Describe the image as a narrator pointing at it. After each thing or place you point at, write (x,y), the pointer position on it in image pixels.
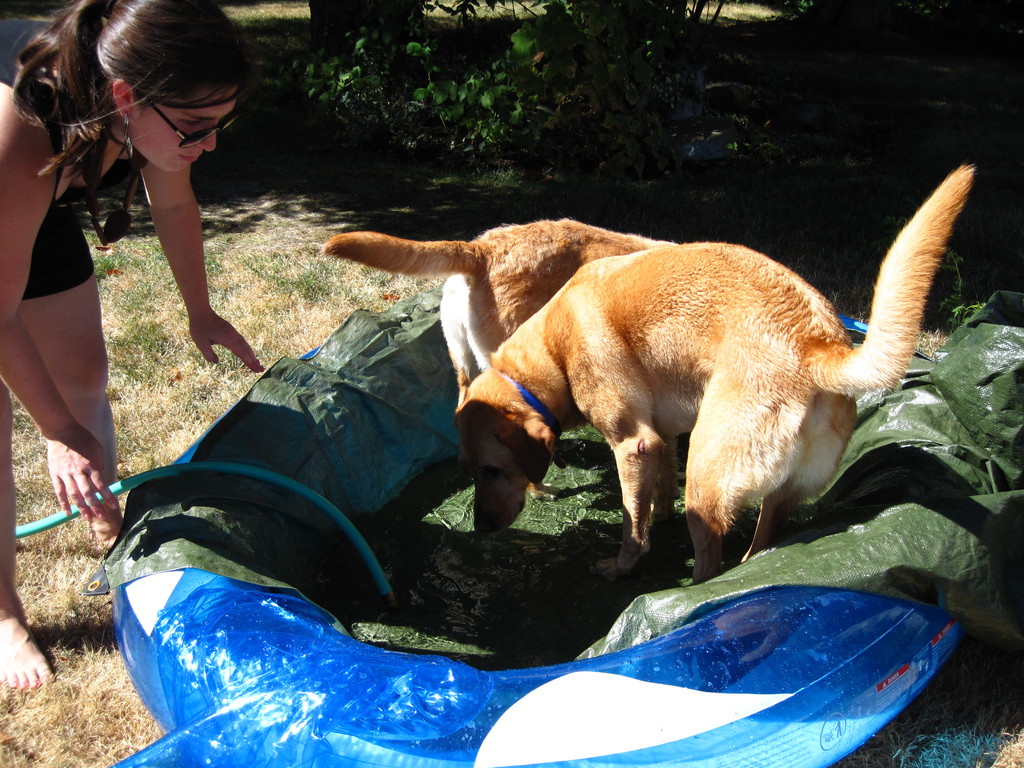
In the image there is an air bathtub (191,606). In the air bath tub (191,606) there are two dogs (813,486) standing. And also there is a pipe (262,475). On the left side of the image (57,369) there is a lady (41,196). In the background (420,117) there are plants (442,131) and on the ground (298,288) there is grass (518,203).
